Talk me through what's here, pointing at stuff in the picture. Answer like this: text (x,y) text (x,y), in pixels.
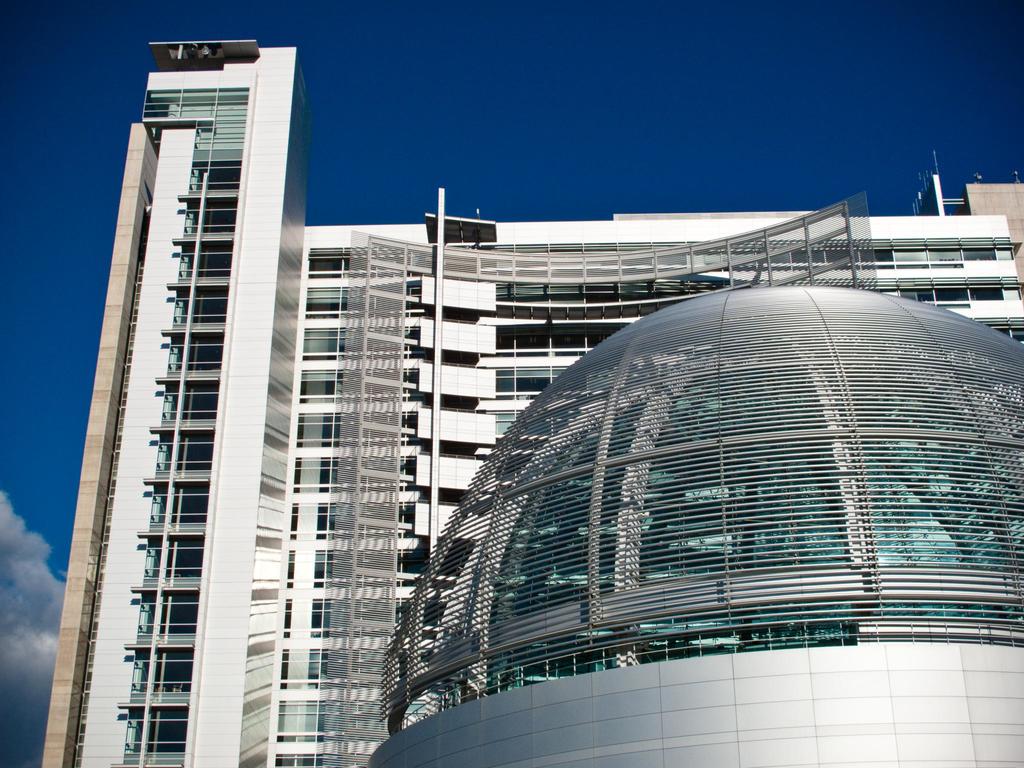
There is a building (264,461) with windows (178,569). Also there is another building (681,467) having dome shape. In the background (462,106) there is sky (124,115) with clouds (25,533).
